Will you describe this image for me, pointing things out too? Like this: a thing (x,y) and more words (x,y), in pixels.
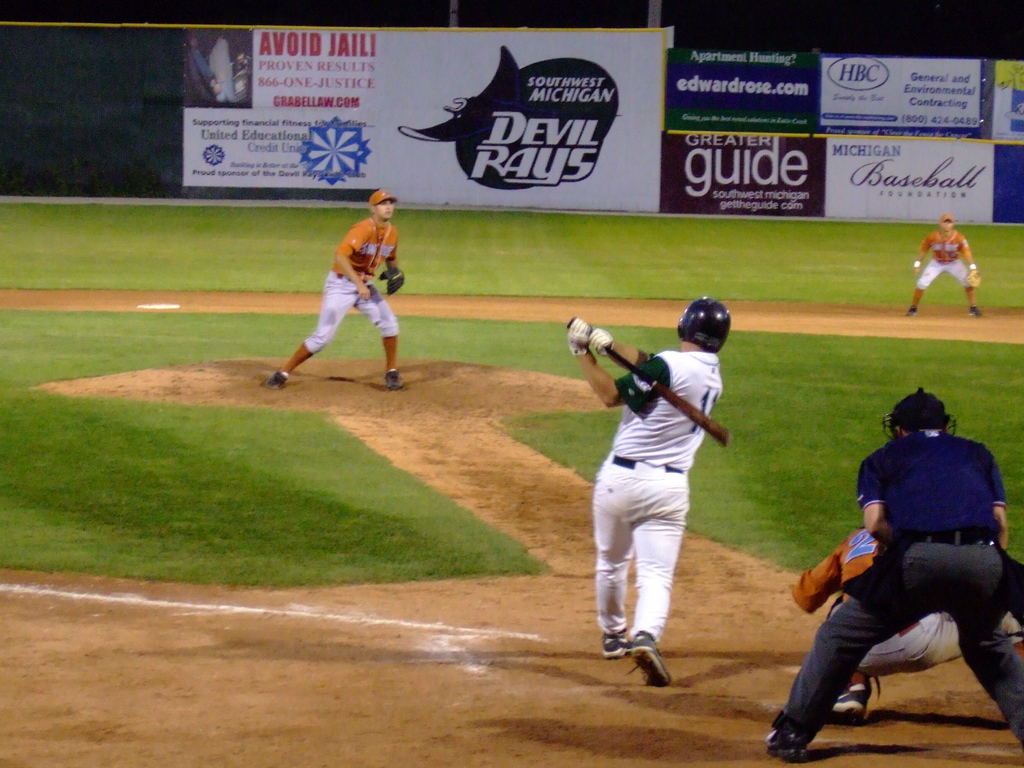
In this image I can see a person (660,467) wearing white colored dress (635,480) is standing and holding a bat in his hand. I can see few other persons (384,320) wearing orange and white colored dresses (356,257) and a person (912,463) wearing blue and black colored dress (911,477) is standing behind him. In the background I can see few banners (526,143).
